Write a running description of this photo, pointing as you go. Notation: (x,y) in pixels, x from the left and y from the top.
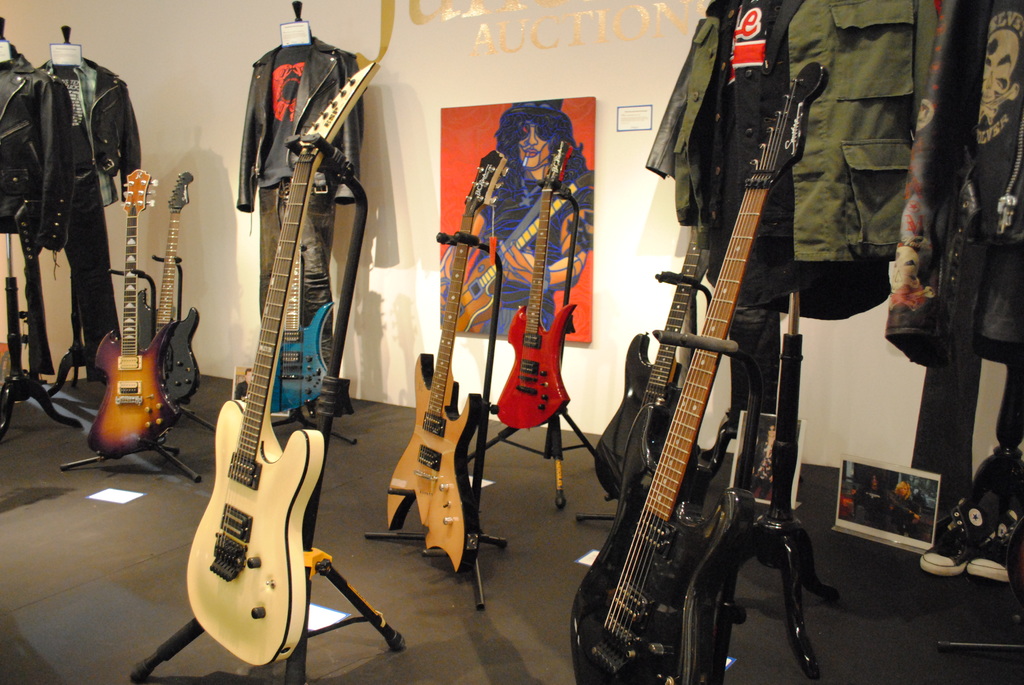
There are many guitars (113,334) placed on stand (362,619). There are jackets (129,127) on hangers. At the wall (525,97) there are posters (535,144). Also there is a shoe (981,550) on the right corner (968,547).
